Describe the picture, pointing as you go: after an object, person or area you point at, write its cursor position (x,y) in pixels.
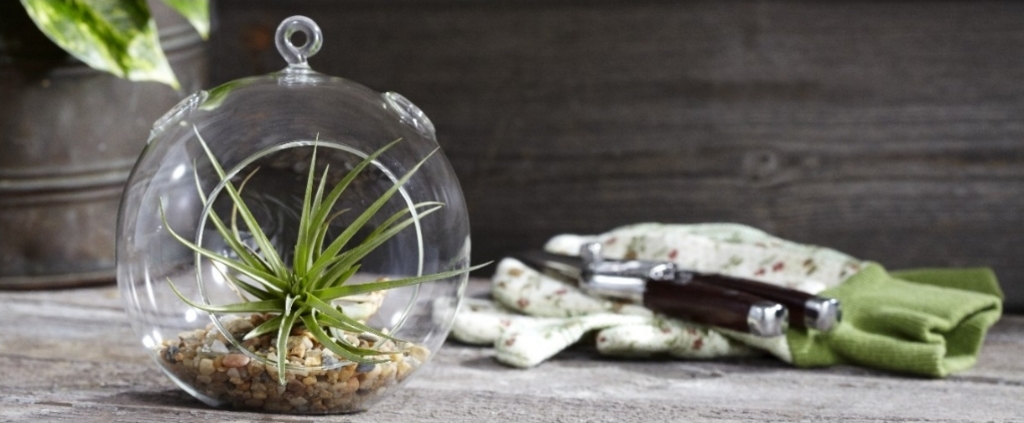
In the middle of the image (380,225) we can see some plants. Behind the plant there is a cloth (809,266), on the cloth (799,274) there is something.
